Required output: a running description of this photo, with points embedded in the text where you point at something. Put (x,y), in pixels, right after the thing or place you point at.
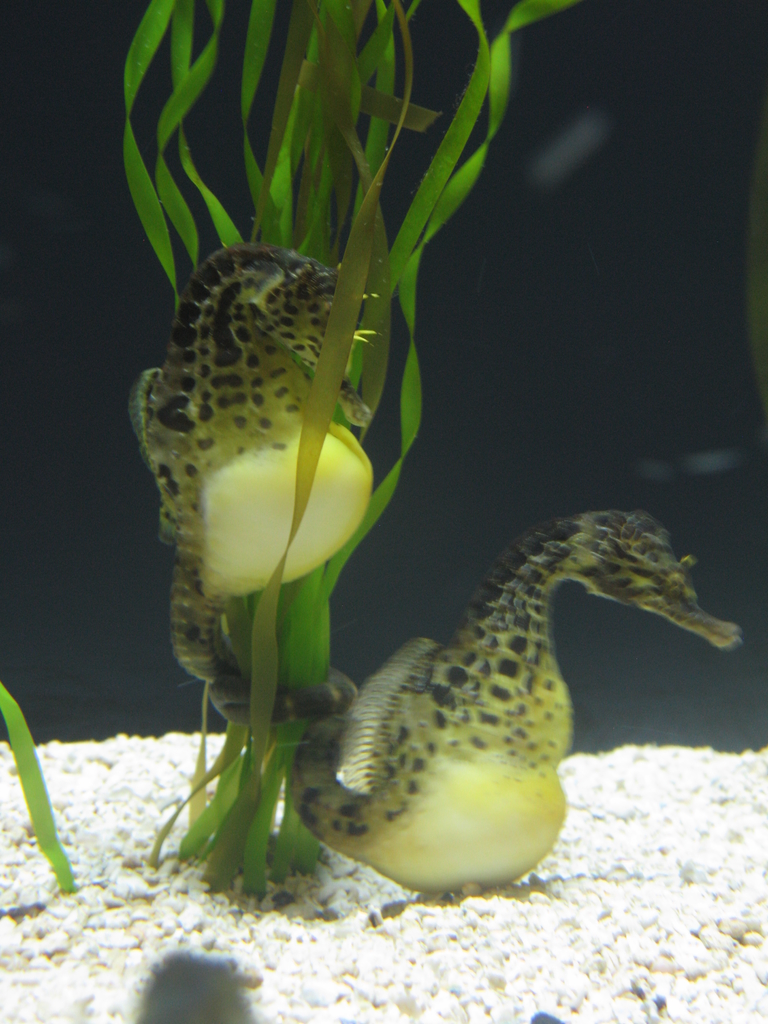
In this image we can see seahorses (634,604) in the water (348,621) and there are plants (263,821). At the bottom (238,948) there are stones (392,942).
